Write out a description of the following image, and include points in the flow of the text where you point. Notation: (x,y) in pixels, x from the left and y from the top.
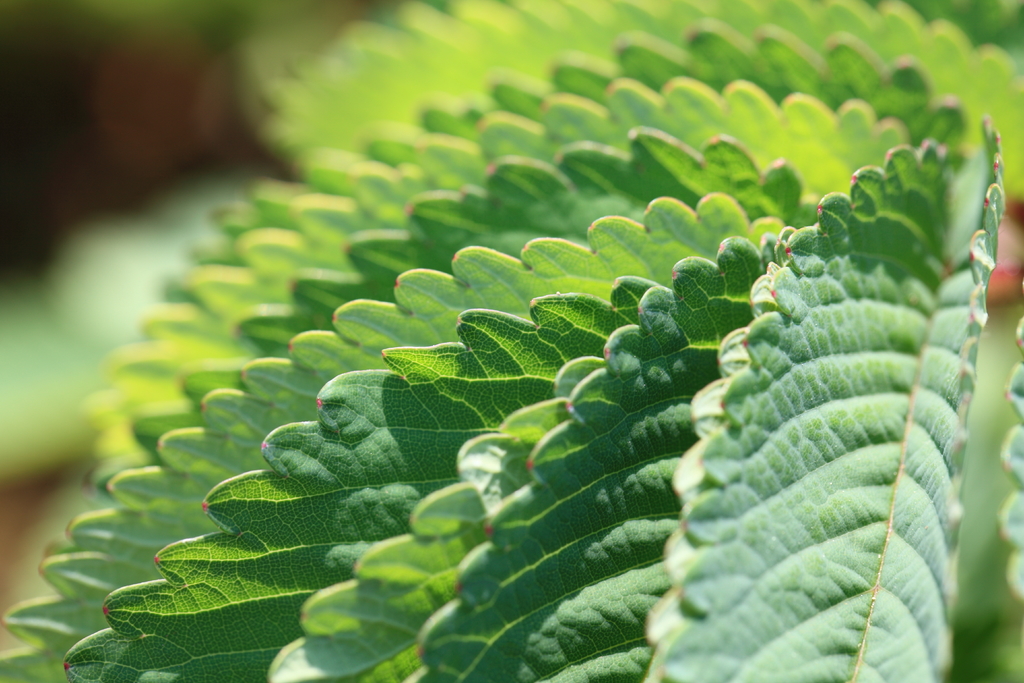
In this image in the front (583,245) there are leaves (450,204) and the background (445,167) is blurry.
